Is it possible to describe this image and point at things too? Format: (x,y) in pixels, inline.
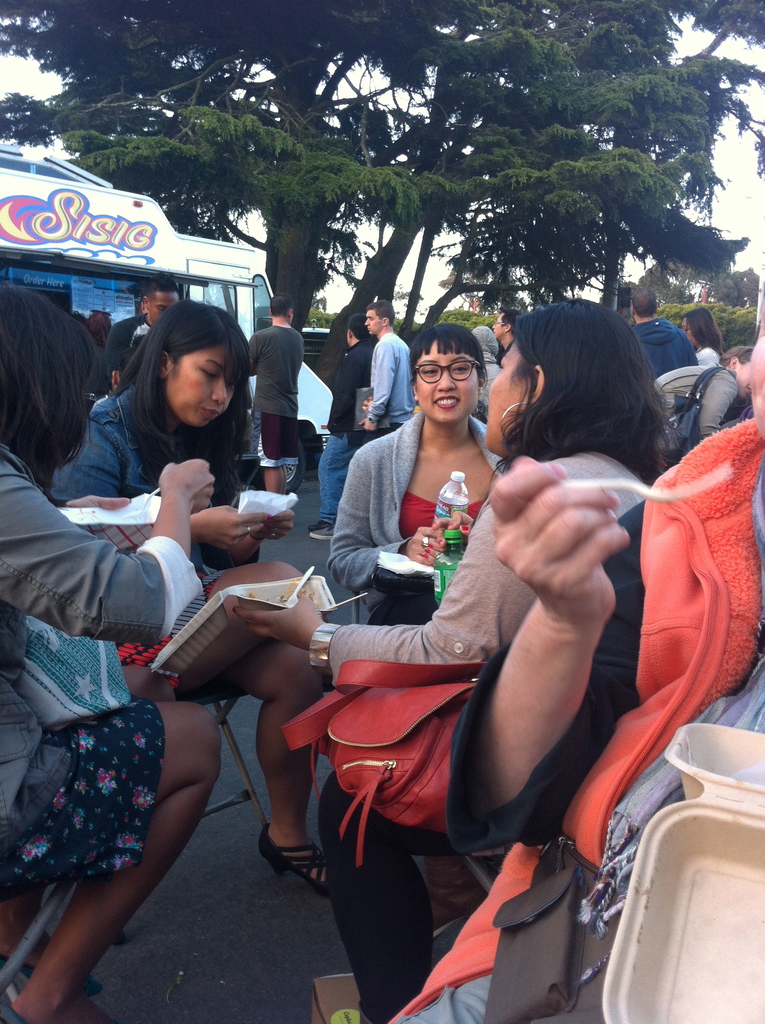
As we can see in the image there are few people (578,664) here and there sitting on chairs (488,861), bottle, papers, trees (627,184) and sky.
